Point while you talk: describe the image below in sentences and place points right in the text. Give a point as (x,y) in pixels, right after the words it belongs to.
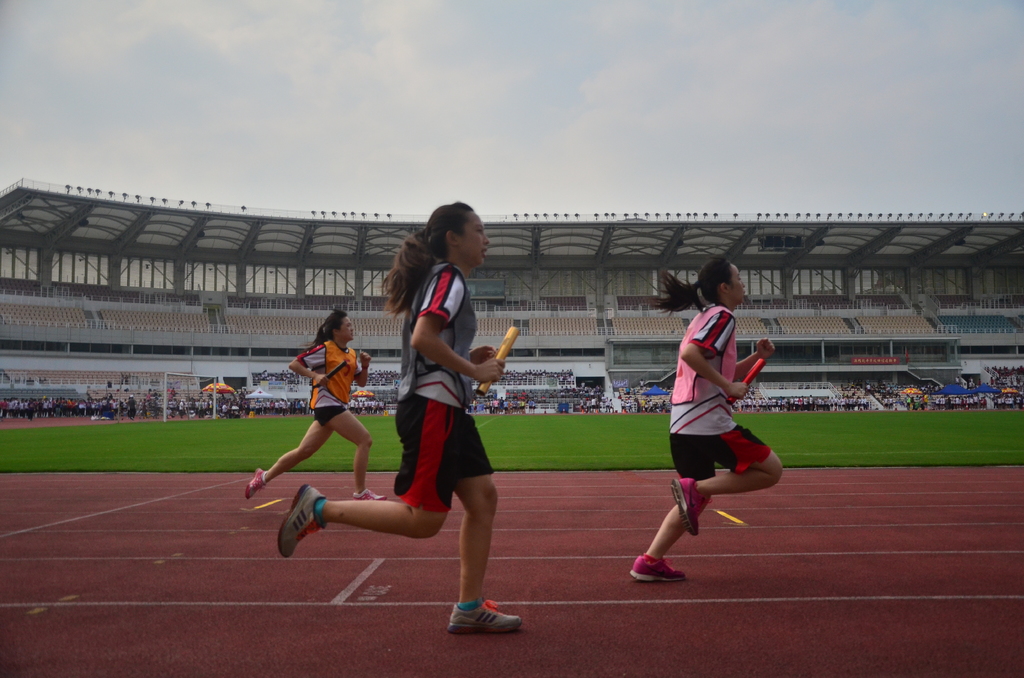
In this picture we can see there are three women (414,388) running on the ground (536,578) and holding some objects (730,402). Behind the women (483,374) there are groups of people (934,403) standing on the path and behind the stadium (302,282) there is a sky (452,153).
